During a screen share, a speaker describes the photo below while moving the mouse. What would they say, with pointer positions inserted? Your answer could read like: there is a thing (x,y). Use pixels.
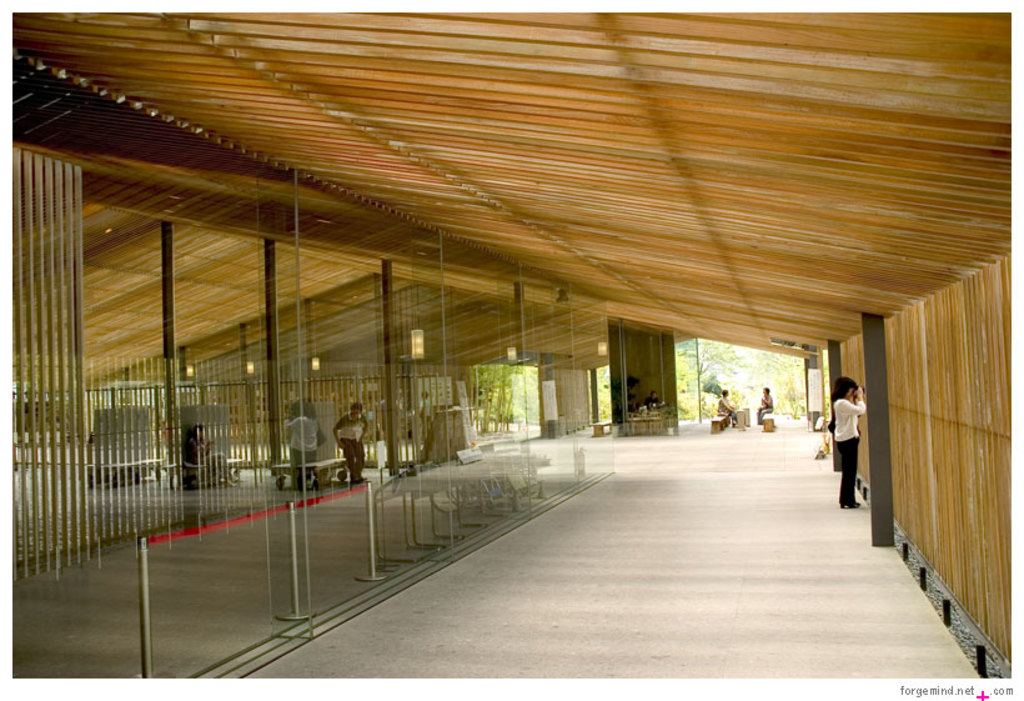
In this picture there is a woman (854,484) who is wearing t-shirt (845,419), jeans (840,470), shoe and she is holding a camera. She is standing near to the wooden wall (950,427). In the back (760,412) there are two persons (731,406) were sitting on the bench (771,422), beside them there is a table (741,418). In the background (748,401) i can see many trees (799,391) and plants (794,391). On the left (292,393) i can see some peoples (296,449) were standing near to the glass partition (286,439), tables (334,467) and bench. In the bottom right corner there is a watermark (899,686).
